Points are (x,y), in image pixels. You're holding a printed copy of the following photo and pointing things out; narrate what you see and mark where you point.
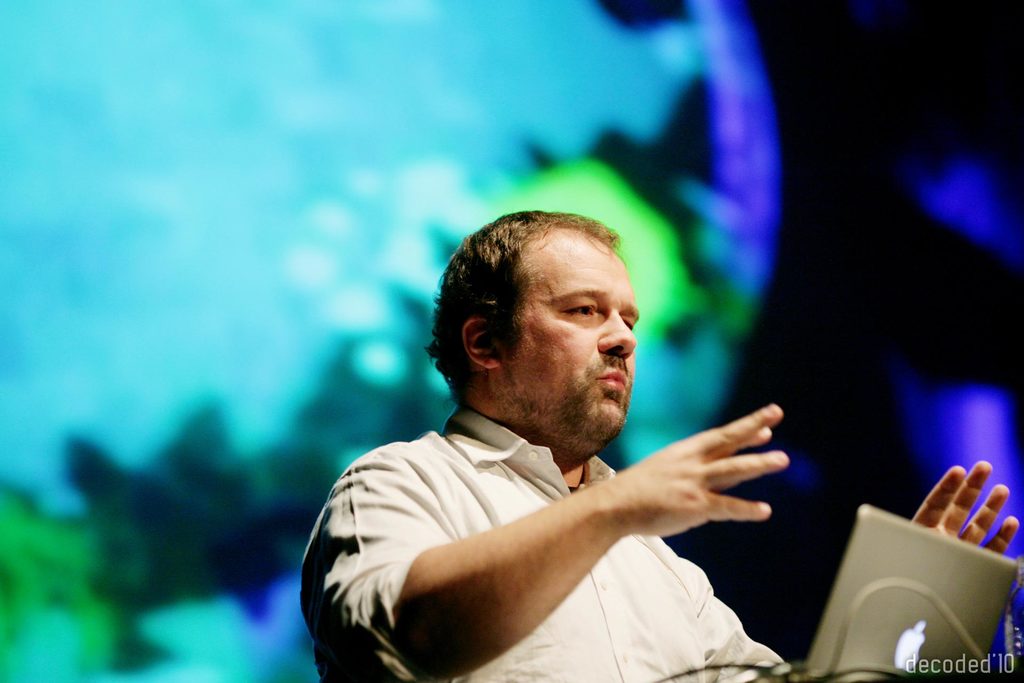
In this picture we can observe a man (566,521) standing in front of a laptop (870,612). He is wearing a white color shirt (453,479). In the background (252,358) we can observe blue, green and black colors.
